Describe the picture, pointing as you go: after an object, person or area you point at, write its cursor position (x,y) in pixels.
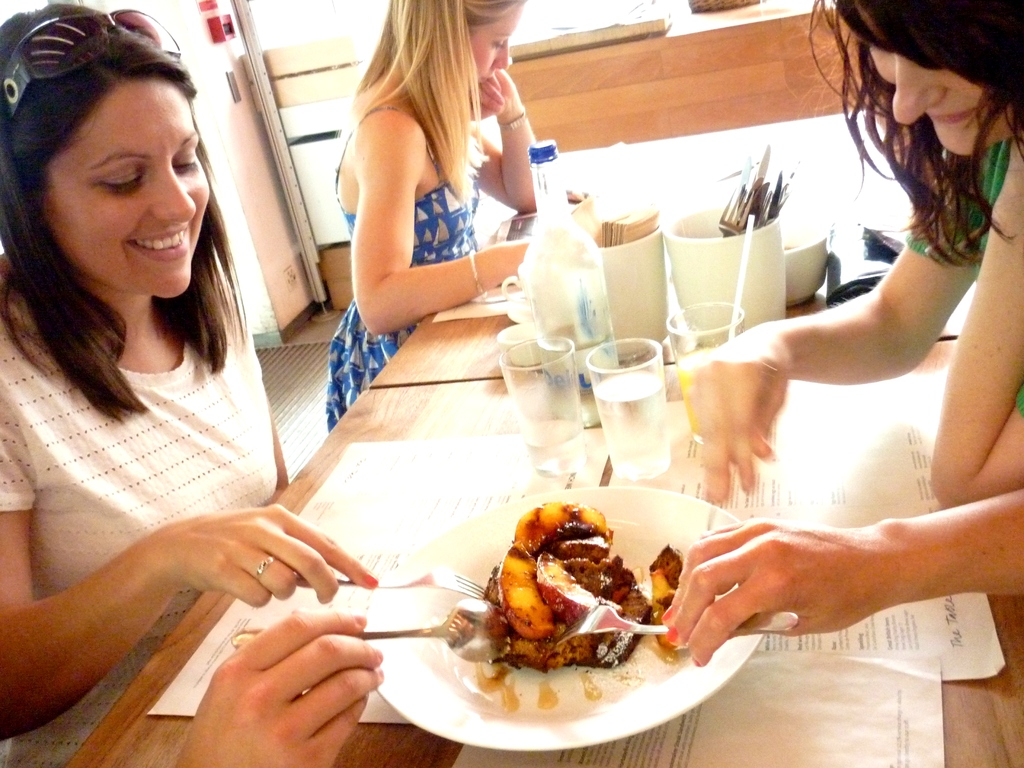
In this image I can see three persons (722,459) sitting, one of them is holding a fork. Also there are hands (669,622) of two persons (262,739) holding a spoon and a fork (736,635). There are tables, there is food item (489,598) on a plate (467,555), there are glasses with water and there are some other objects (729,325) on the tables (326,517).
